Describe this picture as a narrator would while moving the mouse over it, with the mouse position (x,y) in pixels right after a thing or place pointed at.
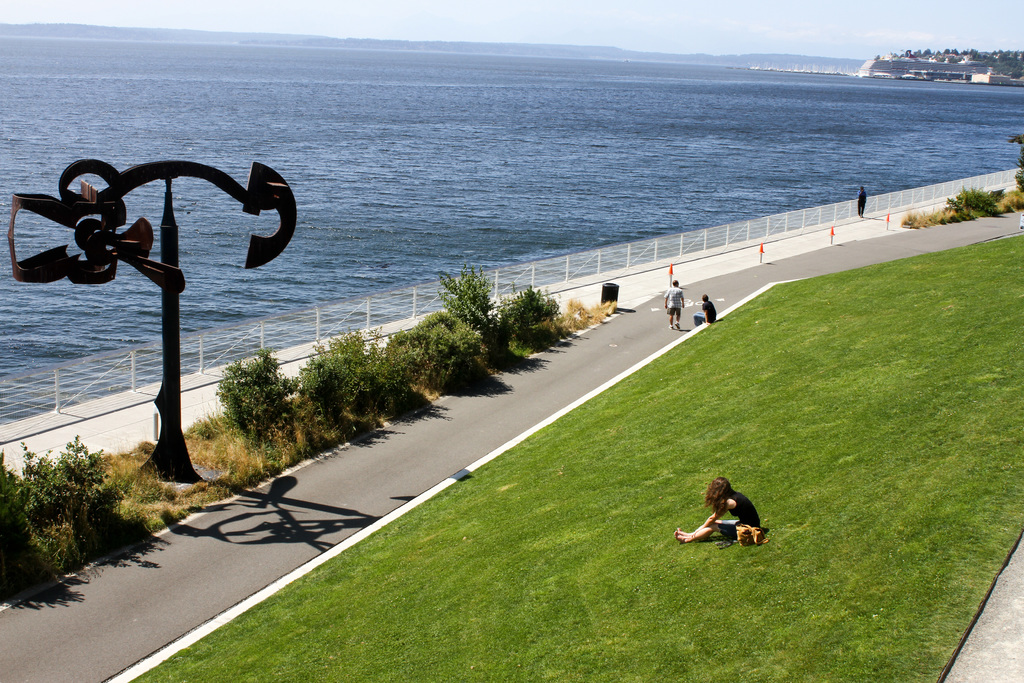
In this picture, we can see a few people (702,313), ground (218,454) with grass (141,485), a path (714,288), and some objects (170,429) on the ground (686,501), we can see poles (174,444), fencing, water (708,199), mountains (568,55), and the sky (975,33) with clouds (903,40).
